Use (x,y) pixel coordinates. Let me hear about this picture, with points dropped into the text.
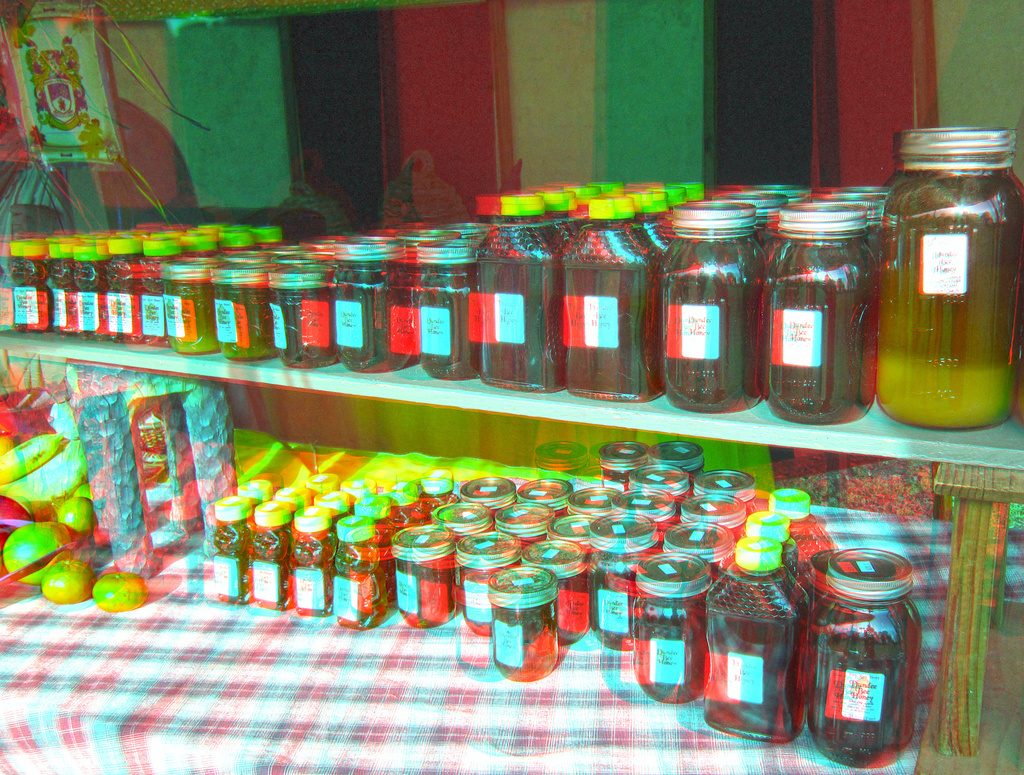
In this image, we can see many jars (338,340), fruits (64,576) and some other objects (141,458) and there is a cloth (531,703) and there are tables (930,458). In the background (222,88), there is a curtain (512,102).
